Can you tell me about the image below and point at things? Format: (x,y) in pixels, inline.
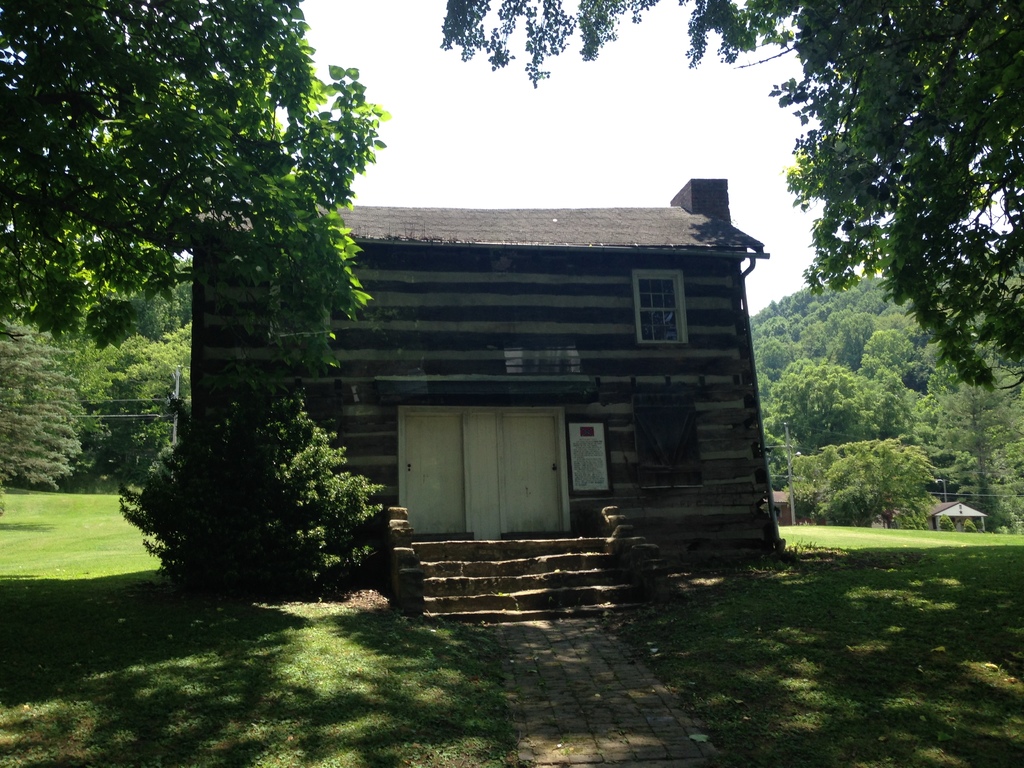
In this image in the center (678,345) there is one house (740,474), and in the background (948,513) there are some houses (948,513), poles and wires (110,415). On the right side (899,137) and left side (56,62) there are some trees (856,474), in the background (807,360) also there are trees (84,478). At the bottom (251,670) there is grass (868,639), at the top of the image (403,100) there is sky (562,114).
